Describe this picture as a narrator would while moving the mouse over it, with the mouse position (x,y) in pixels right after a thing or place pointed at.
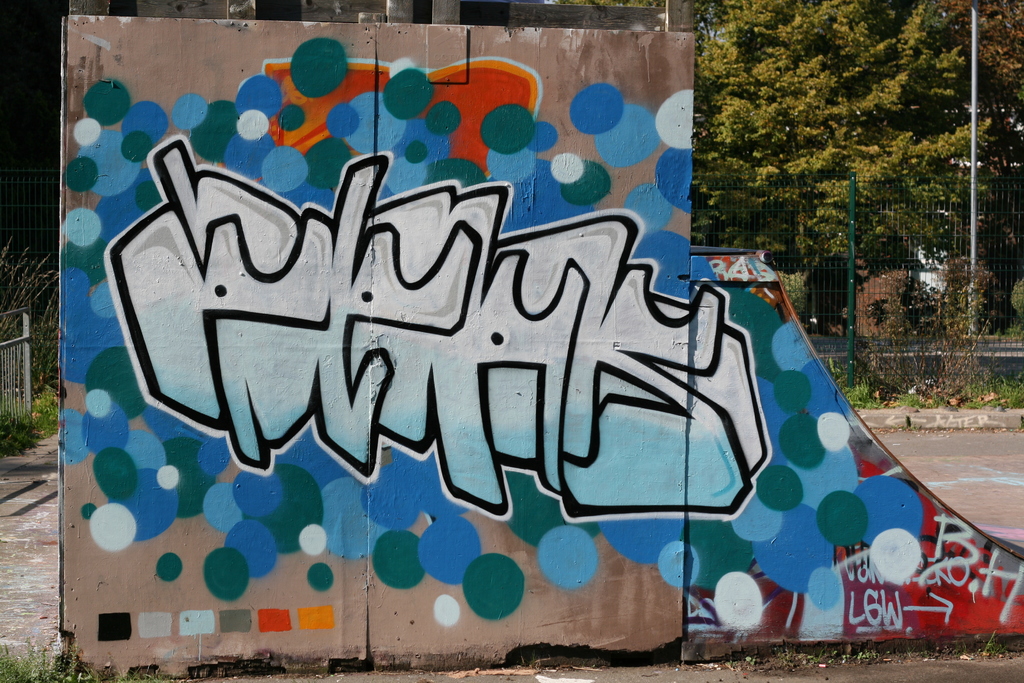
In this image there is a wall (292,44). There are paintings (582,586) and text (323,320) on the wall (335,339). Behind the wall (500,358) there is a fence (45,275). There is grass (35,425) on the ground (7,414). In the background (826,92) there are trees (824,73) and a pole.
